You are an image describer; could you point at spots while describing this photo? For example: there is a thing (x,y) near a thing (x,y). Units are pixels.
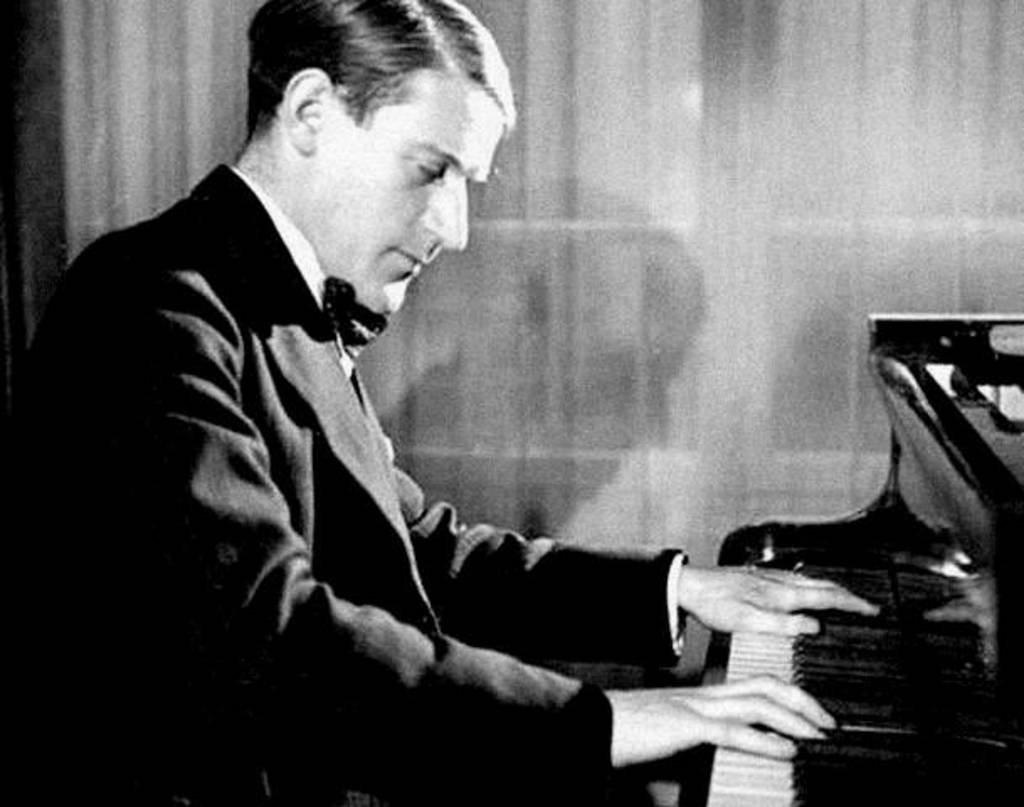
The image is inside the room (619,322). In the image there is a man (244,664) sitting on chair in front of a musical keyboard (943,656).
